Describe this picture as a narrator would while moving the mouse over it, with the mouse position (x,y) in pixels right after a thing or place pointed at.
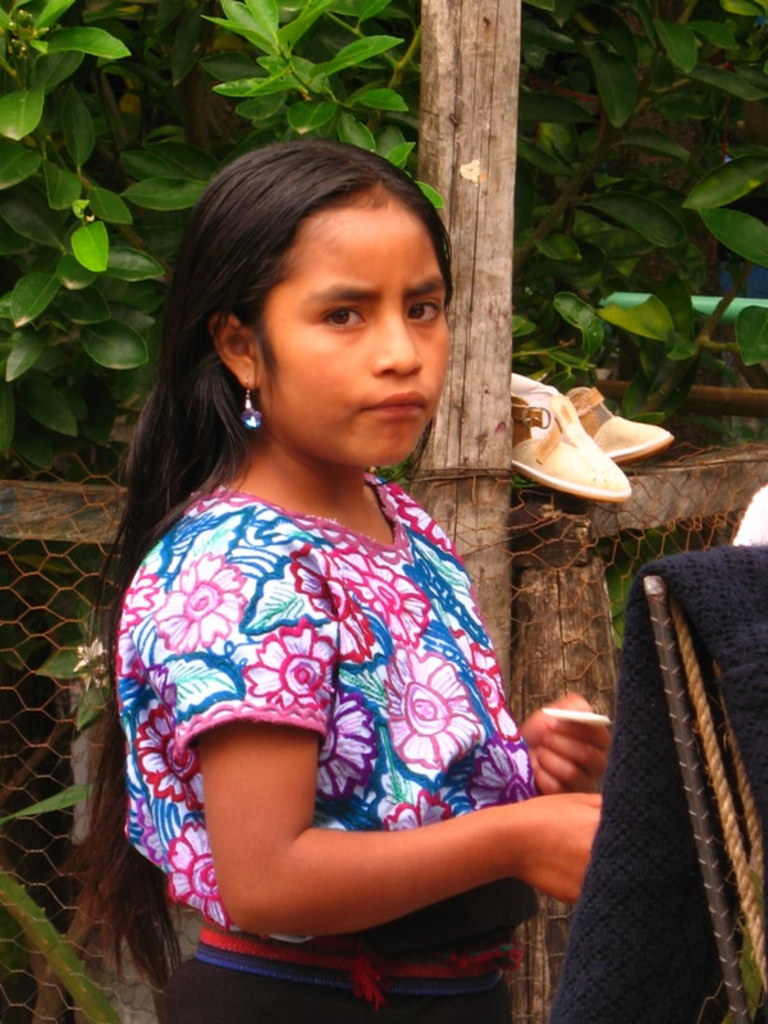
Here in this picture we can see a girl (397,393) present over there and behind her we can see a fencing (27,493) present and we can see plants (82,178) present all over there.
